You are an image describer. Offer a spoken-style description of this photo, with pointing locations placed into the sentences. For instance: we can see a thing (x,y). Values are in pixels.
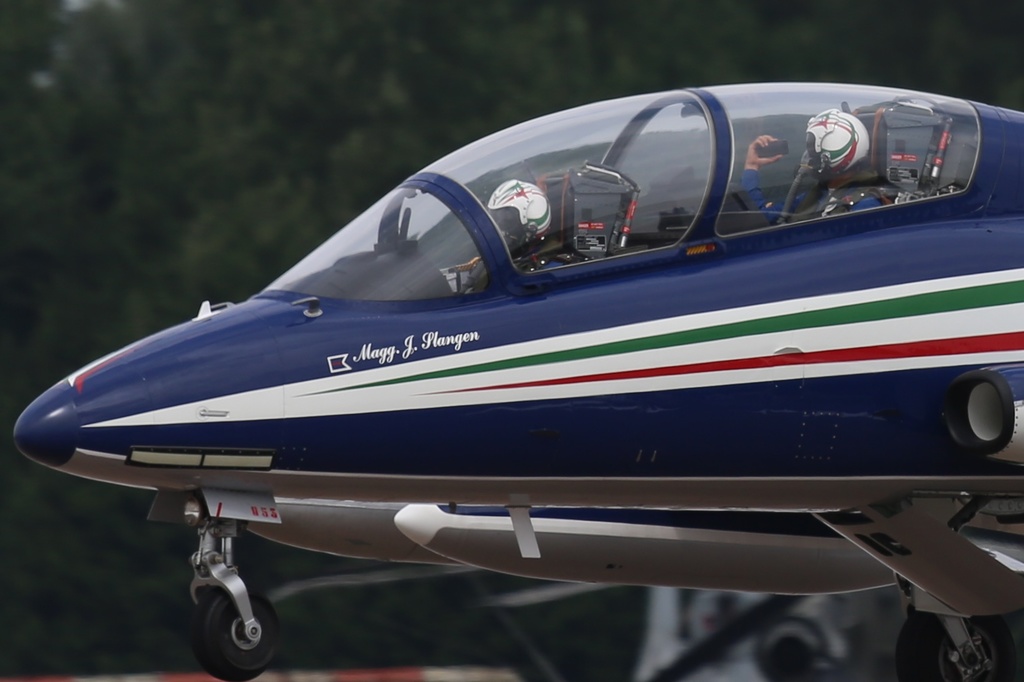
In the middle of this image (546,227), there are two persons (860,122) sitting in a violet color aircraft (572,206). And the background (845,13) is blurred.
